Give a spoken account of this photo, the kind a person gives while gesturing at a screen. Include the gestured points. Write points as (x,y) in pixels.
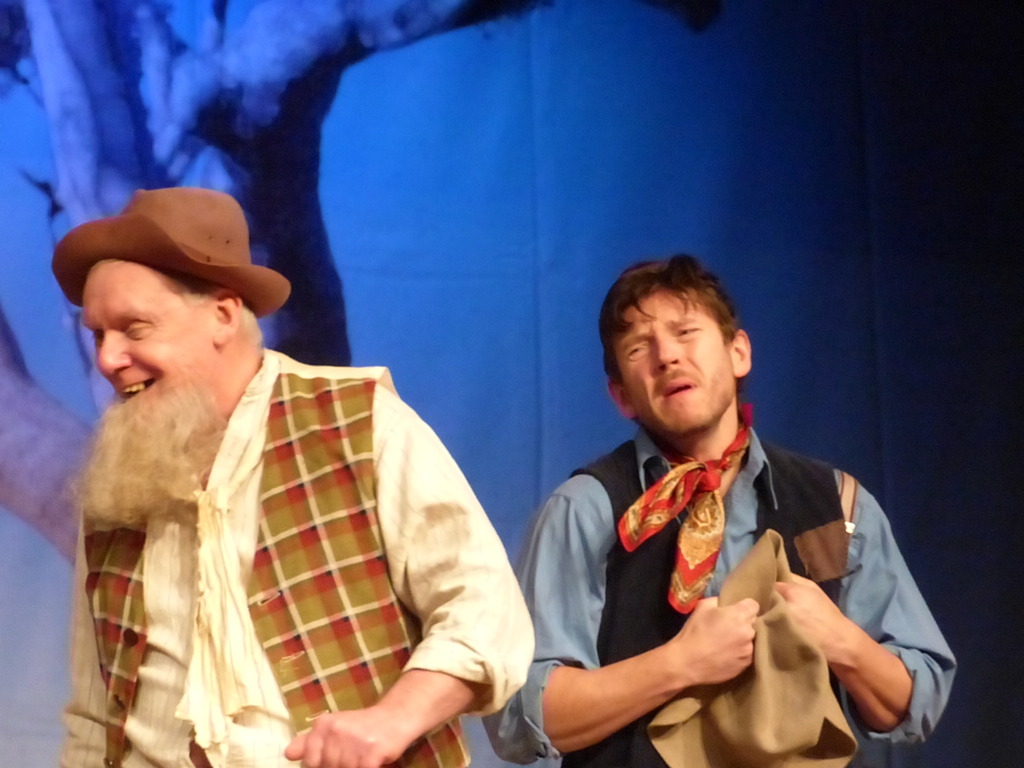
In this image we can see two persons (257,475) one of the person (212,553) is wearing yellow color shirt (394,498), brown color cap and the other person (628,564) wearing blue color shirt (856,569) holding some cloth (761,691) in his hands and at the background of the image (489,150) there is blue color sheet (424,145).
